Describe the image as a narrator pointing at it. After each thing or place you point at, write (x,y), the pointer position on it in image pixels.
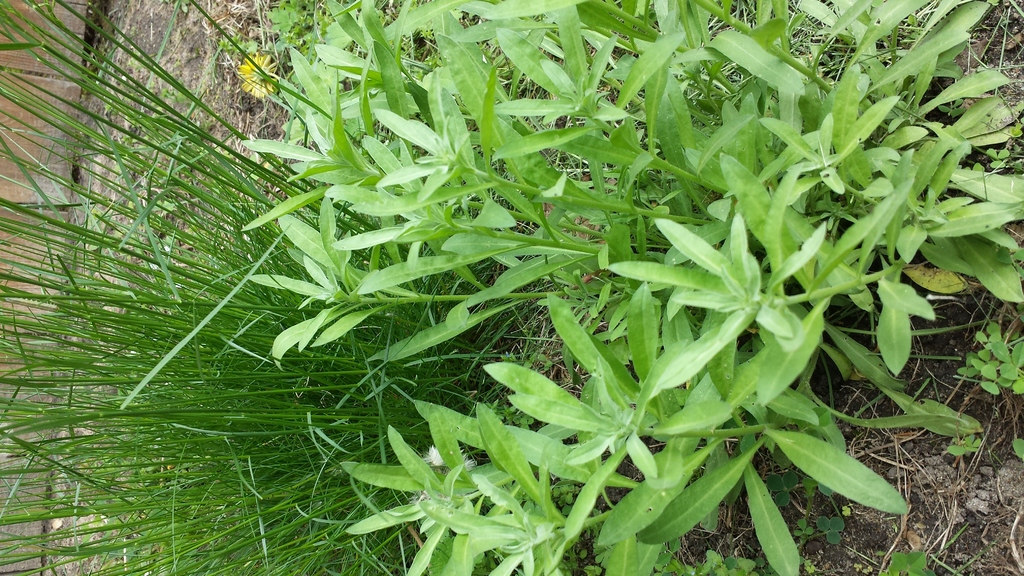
In the center of the image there are plants (518,502). There is grass (101,331).
